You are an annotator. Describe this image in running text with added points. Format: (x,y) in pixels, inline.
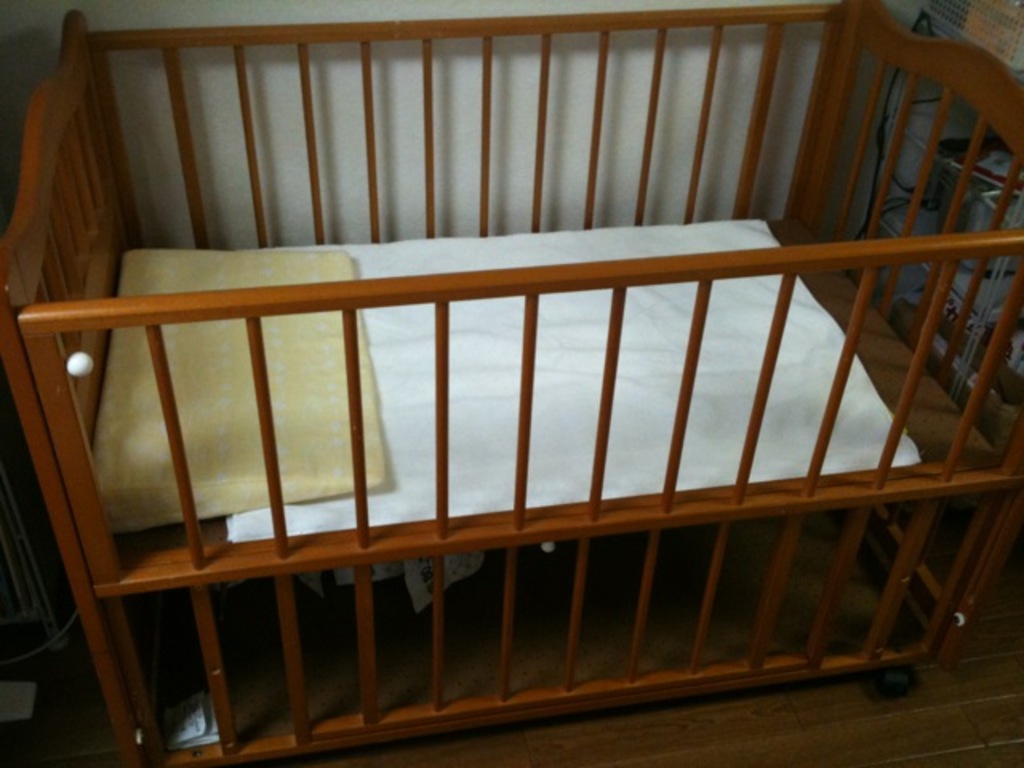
In this image, I can see a pillow (222,484) and a cloth (451,492) in an infant bed (174,560), which is on the floor (784,694). In the background (454,63), there is a wall (359,54). On the right side of the image (993,51), I can see few objects (991,37).
